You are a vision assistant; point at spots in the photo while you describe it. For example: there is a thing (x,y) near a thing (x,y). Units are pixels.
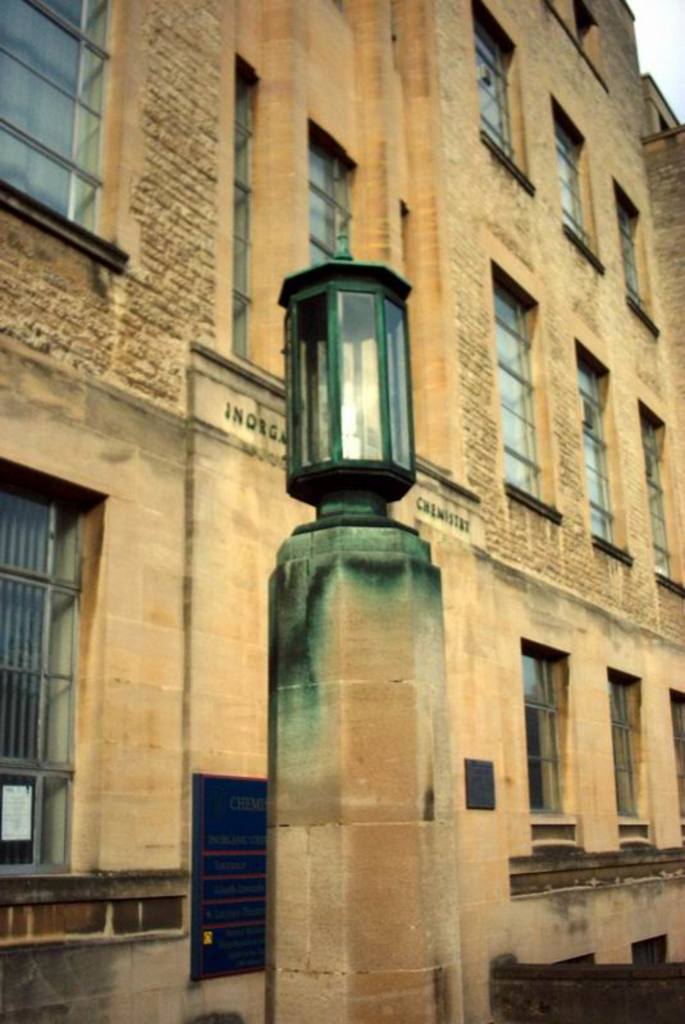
There is a big building (273,263) it has a lot of windows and the building (262,424) is of cream color and there is a light (375,391) fixed on a cement pole (314,696) in front of the building (390,104).
